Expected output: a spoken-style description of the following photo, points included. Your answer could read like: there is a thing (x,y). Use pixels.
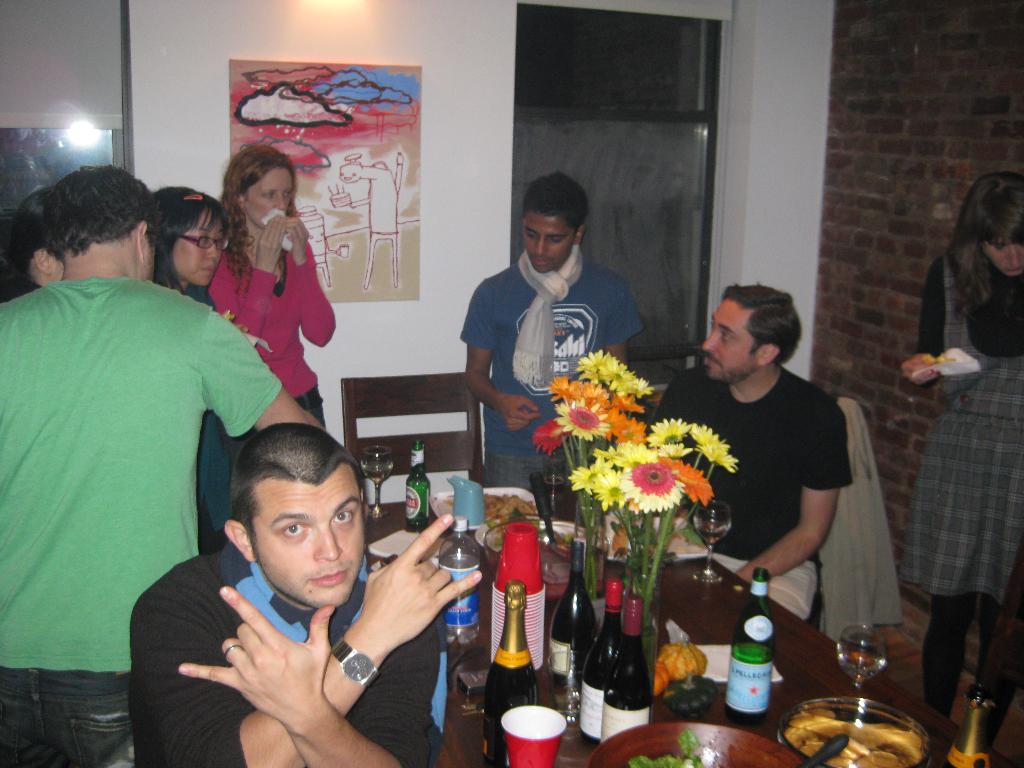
Here we can see some persons (44,326) are standing on the floor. This is table (841,684). On the table (488,655) there are bottles (729,679), plates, and a flower vase (650,594). There is a man (710,482) sitting on the chair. On the background (903,25) there is a wall (425,123) and this is frame (395,158). These are the lights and there is a door (598,171).
